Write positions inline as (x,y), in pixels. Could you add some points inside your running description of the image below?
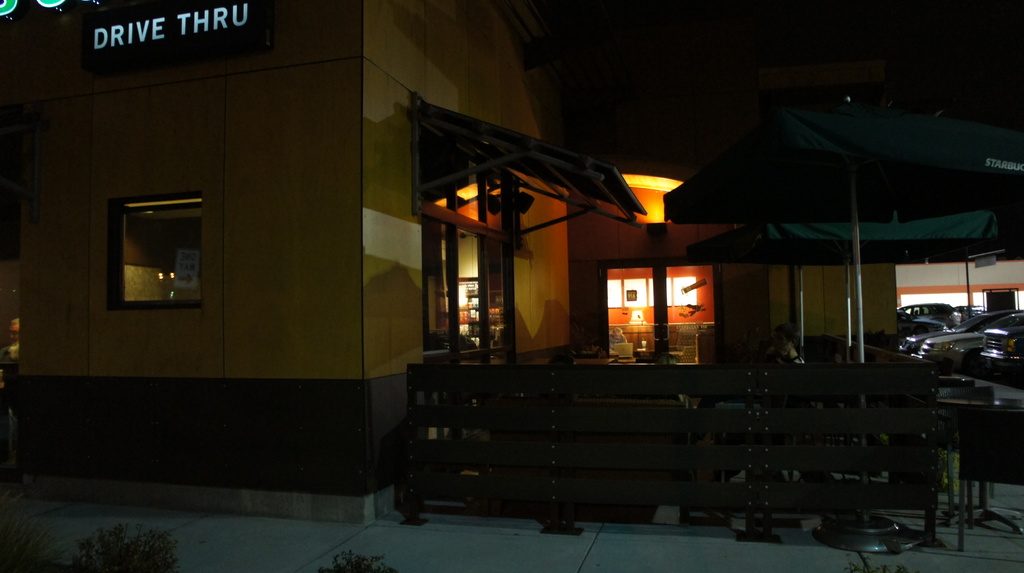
Here in this picture we can see a store (500,214) with number of windows (500,214) and doors (690,298) present over a place and in the front (613,373) we can see a fence (645,406) present and we can see cars (929,331) present over a place and we can also see lamps (635,320) present inside.
